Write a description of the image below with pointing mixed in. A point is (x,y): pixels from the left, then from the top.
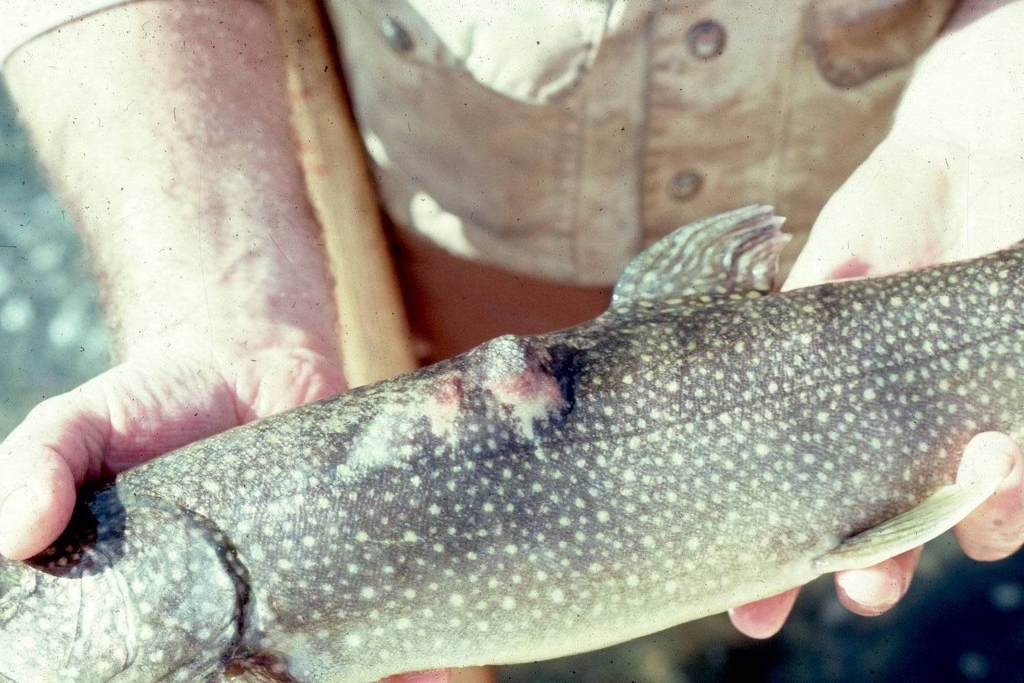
There is a person (993,449) holding a fish (397,382).
